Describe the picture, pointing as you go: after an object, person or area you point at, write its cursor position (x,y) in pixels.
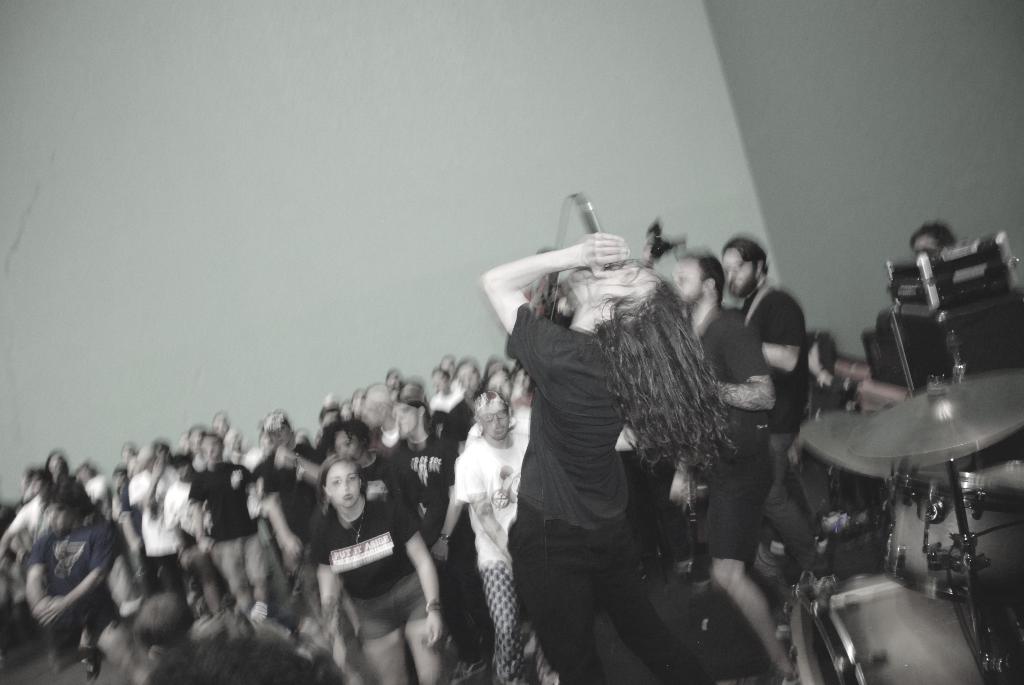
In this picture we can see some group of people (281,491) are standing and they are dancing opposite to them one person (578,456) is standing and he is holding a microphone (595,224) is a singing back of the person (590,262) they are two more people (760,363) playing guitar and they are some more musical instruments (908,525).
